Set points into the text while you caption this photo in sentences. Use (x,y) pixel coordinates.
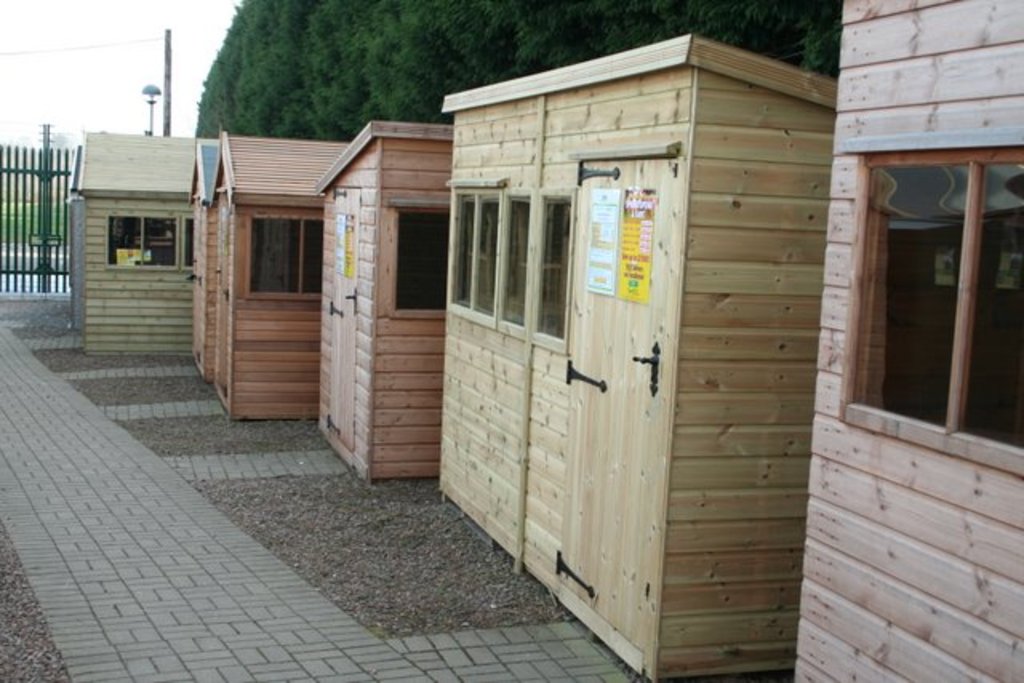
Here in this picture we can see some wooden houses (400,300) present on the ground (270,427) over there and we can see windows (270,280) present on it and on the left side (61,221) we can see a railing (44,192) present and we can see a light post (159,93) and trees (226,44) present over there.
